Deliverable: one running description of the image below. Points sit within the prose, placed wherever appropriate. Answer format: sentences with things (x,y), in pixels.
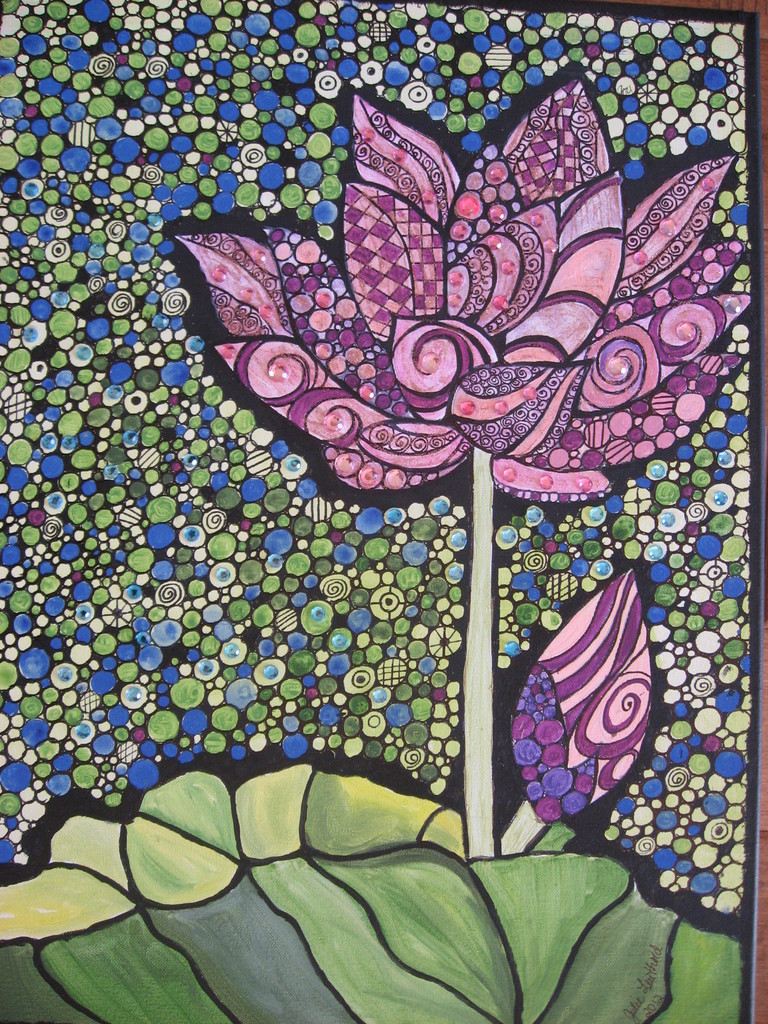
In this image I can see a flower (318,358) painted and the flower (346,448) is in pink color. I can also see leaves (213,818) in green color and background (138,143) is in blue, cream and green color.
